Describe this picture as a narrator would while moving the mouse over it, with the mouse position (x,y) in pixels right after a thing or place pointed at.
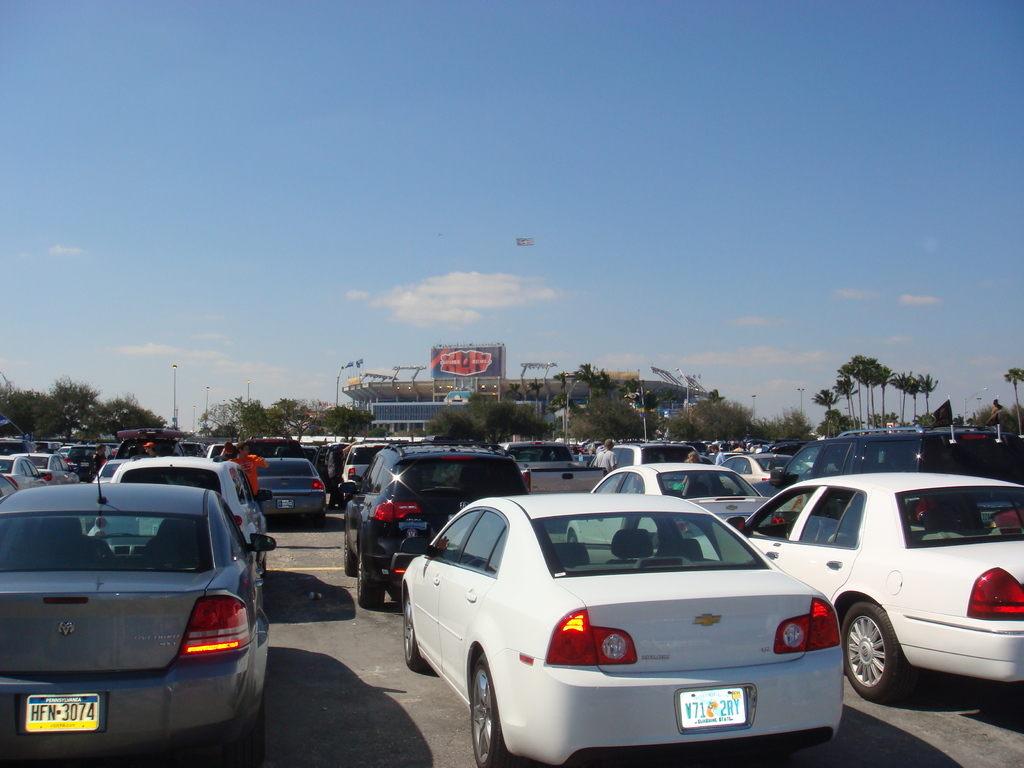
In this image we can see some vehicles (385,571) on the road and there are few people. In the background (350,434), we can see some trees (483,440) and there is a building (549,394) with a board (496,369) and at the top (279,176) we can see the sky (587,194) with clouds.
